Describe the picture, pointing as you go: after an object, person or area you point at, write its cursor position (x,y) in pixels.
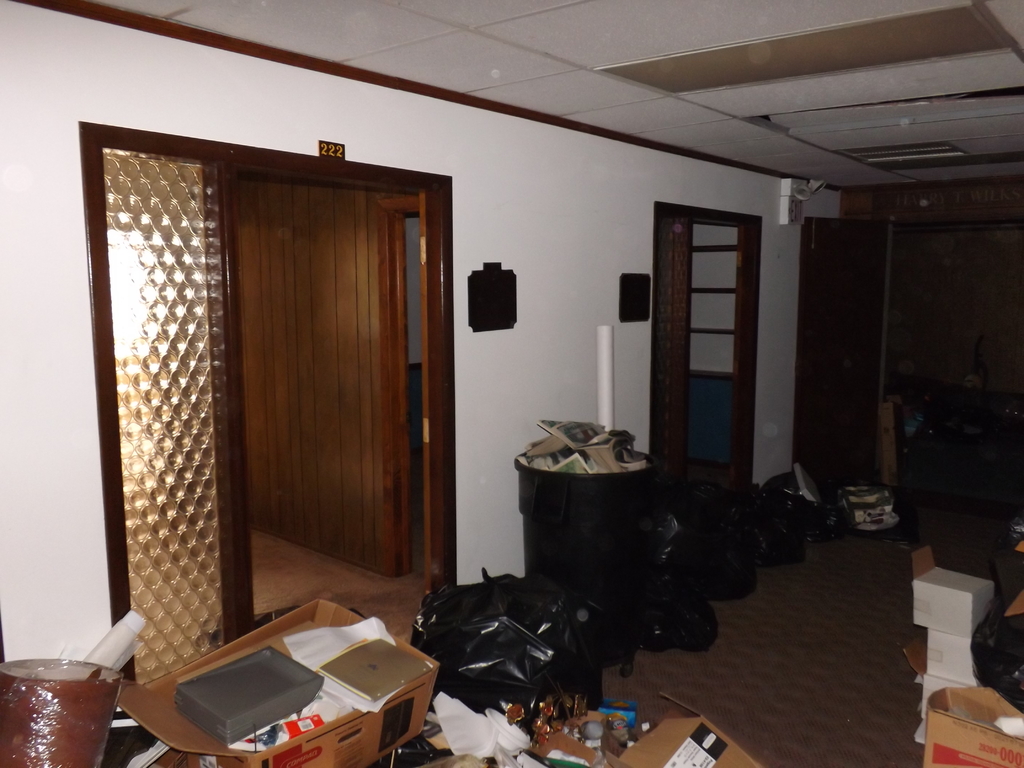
At the top (876,58) we can see the ceiling (790,44). In this picture we can see boxes (412,719), objects (627,522), number board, wooden wall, black covers (685,593) and the floor (773,708).
